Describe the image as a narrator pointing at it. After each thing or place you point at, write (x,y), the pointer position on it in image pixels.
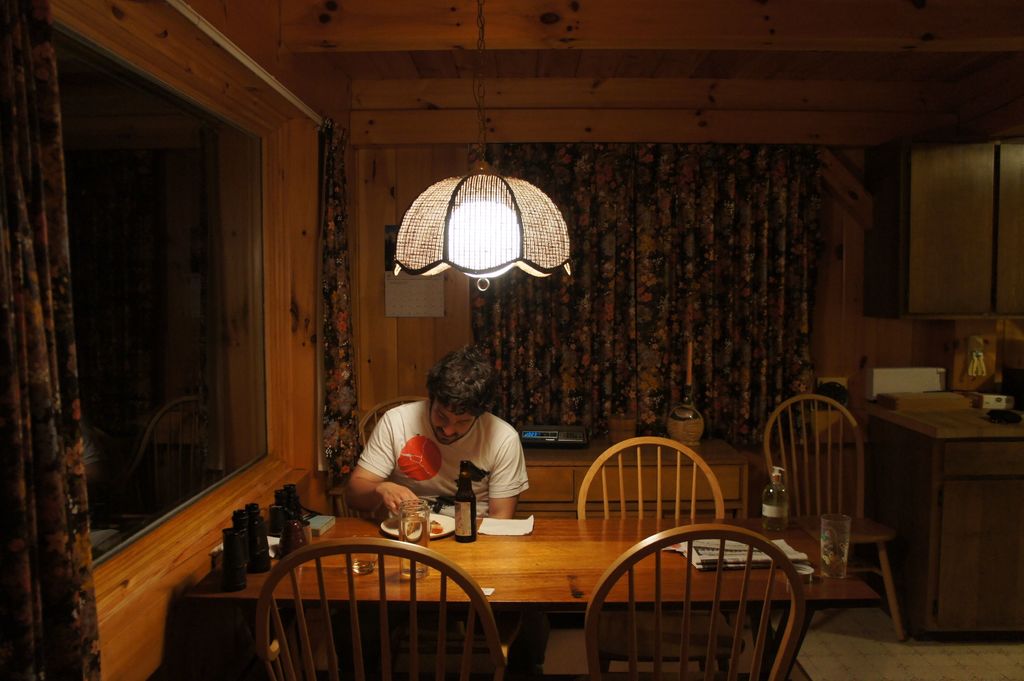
there is a table (455,544) on which there is a plate (440,533), bottle (470,518), glasses (829,549) and paper (742,549). around that there are chairs (634,472), on which a person (431,448) is sitting. behind him there are curtains (630,315). at the left (116,328) there is a glass window (143,322).
